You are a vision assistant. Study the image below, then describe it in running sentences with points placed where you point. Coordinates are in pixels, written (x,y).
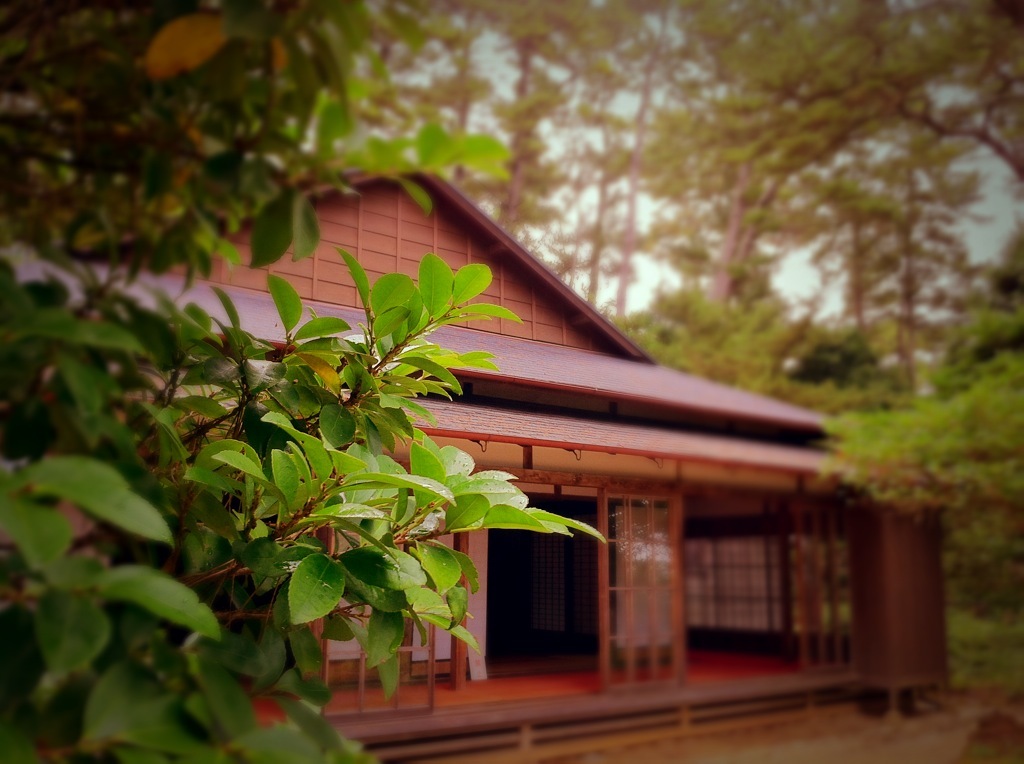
In this picture we can see a house (616,626) and behind the house (596,417) there are trees (707,237) and a sky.
